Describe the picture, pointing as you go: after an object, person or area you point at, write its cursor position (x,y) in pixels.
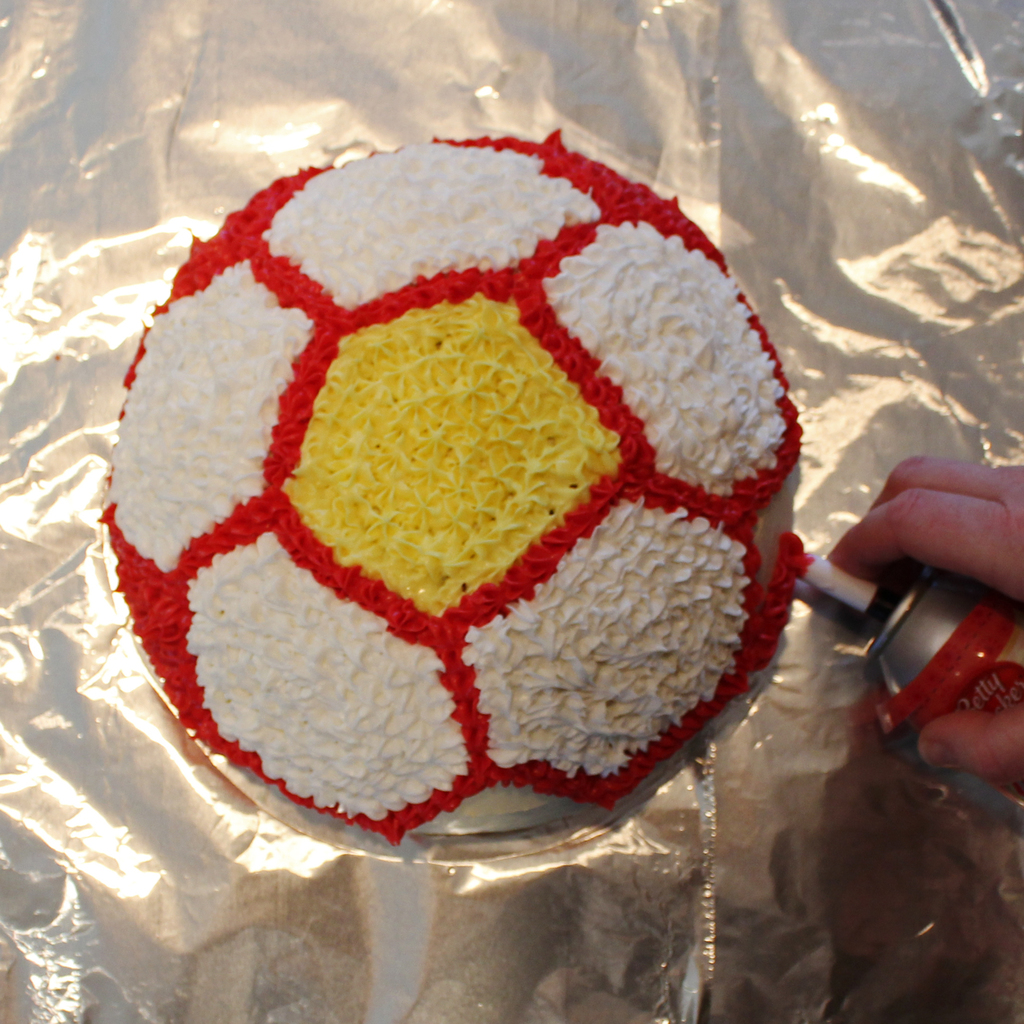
In this image we can see cream (381,435) on a ball (425,674) on a silver paper (252,73). On the right side (976,487) we can see a person's hand (990,509) holding a spray bottle (887,693).
